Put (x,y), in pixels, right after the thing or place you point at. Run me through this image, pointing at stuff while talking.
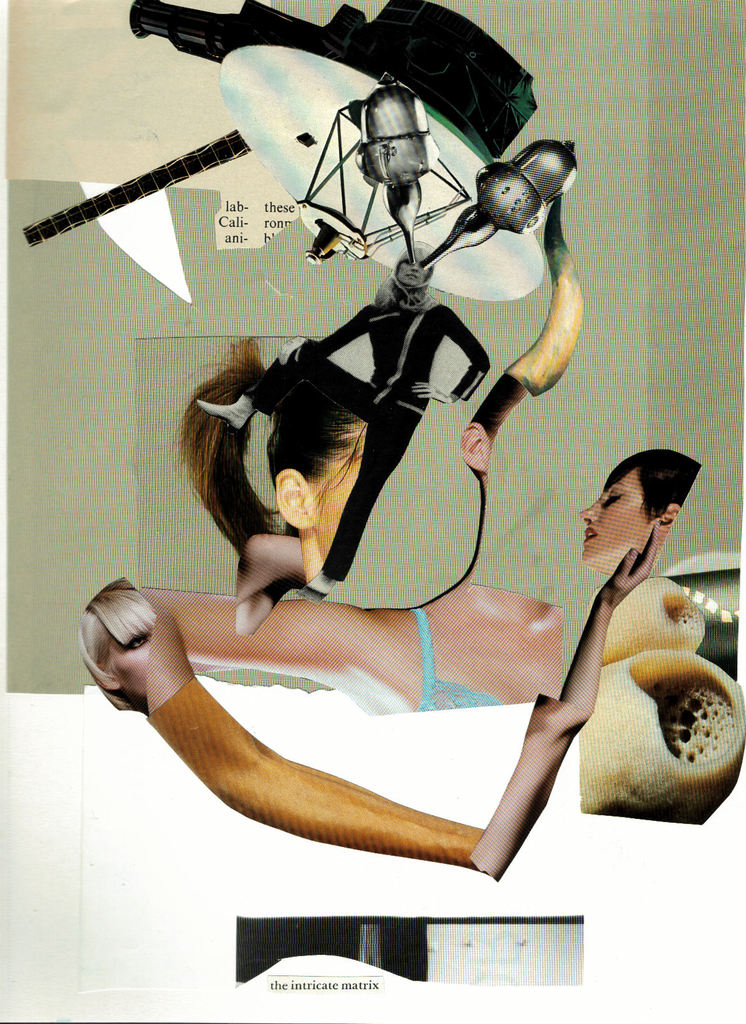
This is an edited image. In this image I can see the person's face (602,558), hand (265,617), hair (356,447) and I can see one person's (393,362) standing and wearing the black color dress (372,400). I can also see few other objects (374,236) in the top (529,170).
